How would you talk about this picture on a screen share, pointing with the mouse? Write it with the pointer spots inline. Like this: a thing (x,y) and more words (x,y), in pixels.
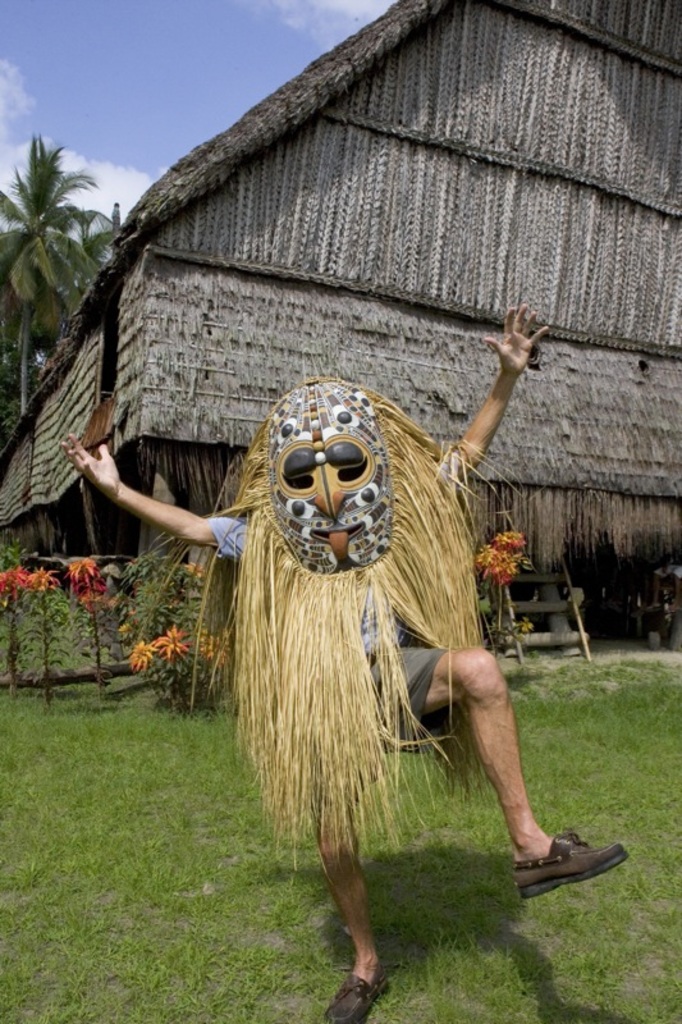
In this image there is a person (335,673) wearing mask (323,522) and he is dancing on the surface (412,921) of the grass (216,773), beside him there are plants (65,610) and flowers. In the background (573,90) there is a hut (454,240), trees (88,248) and a sky (128,52).
